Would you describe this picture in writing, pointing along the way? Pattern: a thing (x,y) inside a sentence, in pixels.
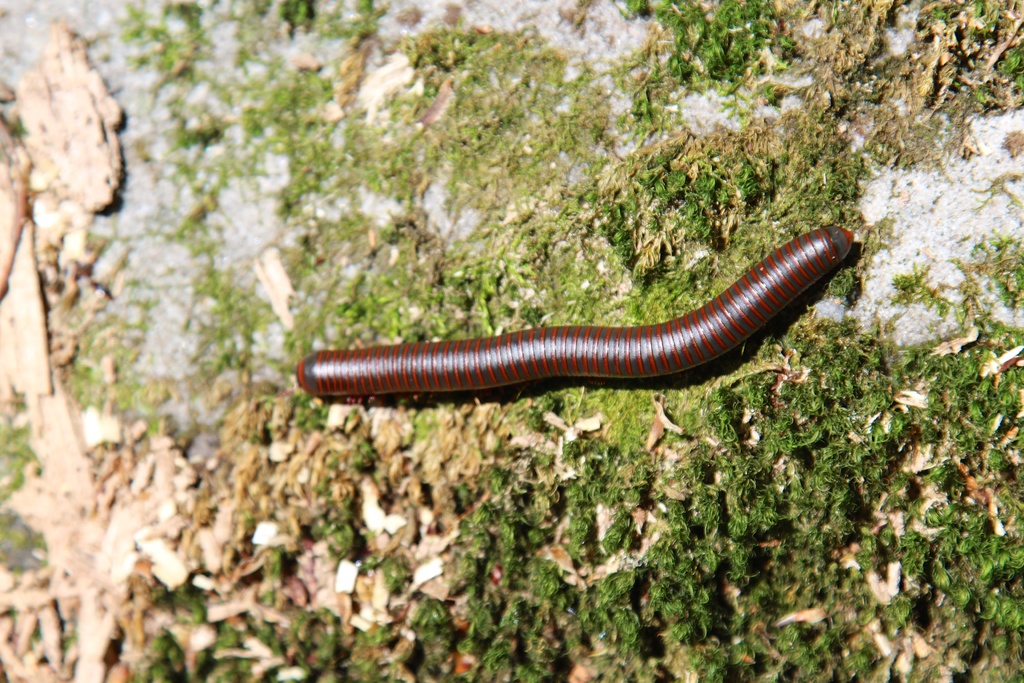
In this image, we can see a worm (538,371) on the ground (630,447).
